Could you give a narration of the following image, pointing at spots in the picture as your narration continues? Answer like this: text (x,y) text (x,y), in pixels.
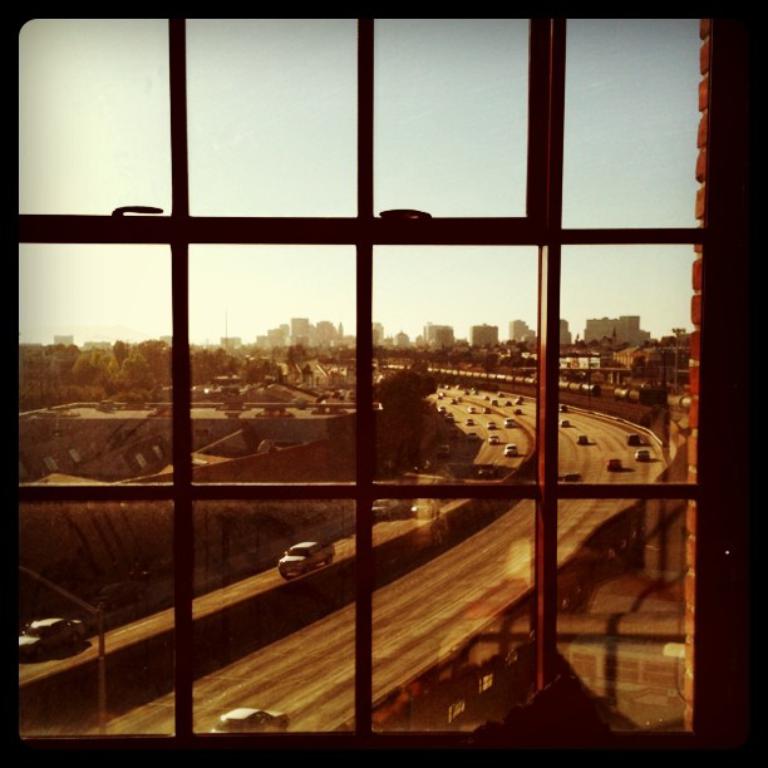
In this picture I can see a window (543,370), there are vehicles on the road (516,531), there are buildings (301,374), trees (291,362), and in the background (410,182) there is the sky (387,135).
